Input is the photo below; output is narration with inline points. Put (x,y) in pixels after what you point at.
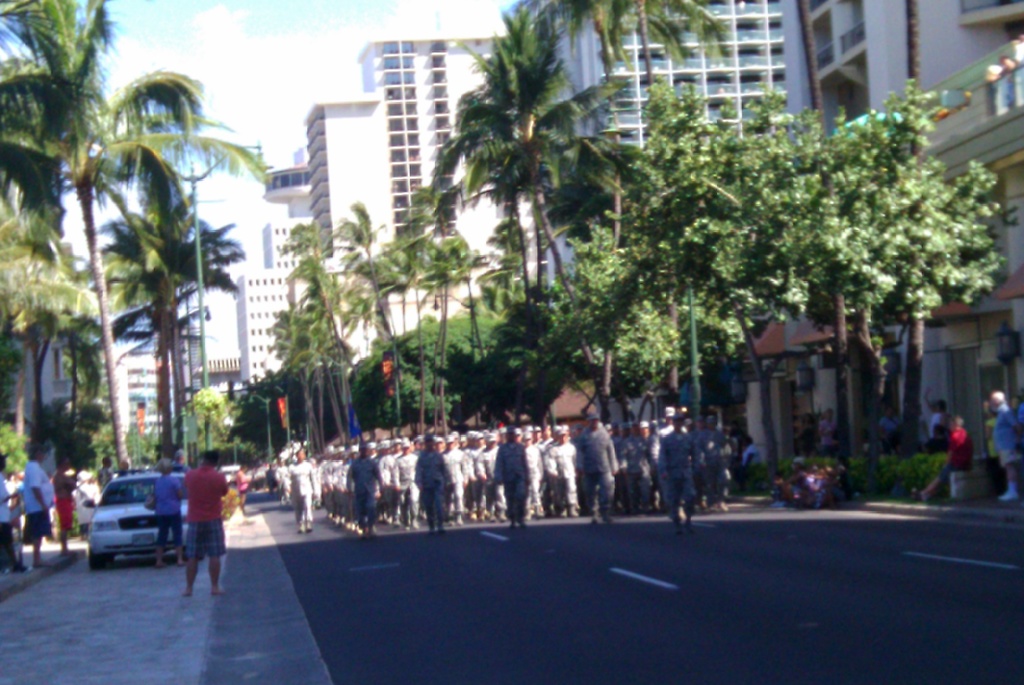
In this picture there is a group people (340,446) in uniform (305,490) marching on the road (743,546) in a parade. Behind we can see many coconut trees (370,285) and big building (370,99) with many windows (396,191). On the left side (178,323) we can see some trees (121,424) and white color car (127,545) parked on the footpath area (141,586).
